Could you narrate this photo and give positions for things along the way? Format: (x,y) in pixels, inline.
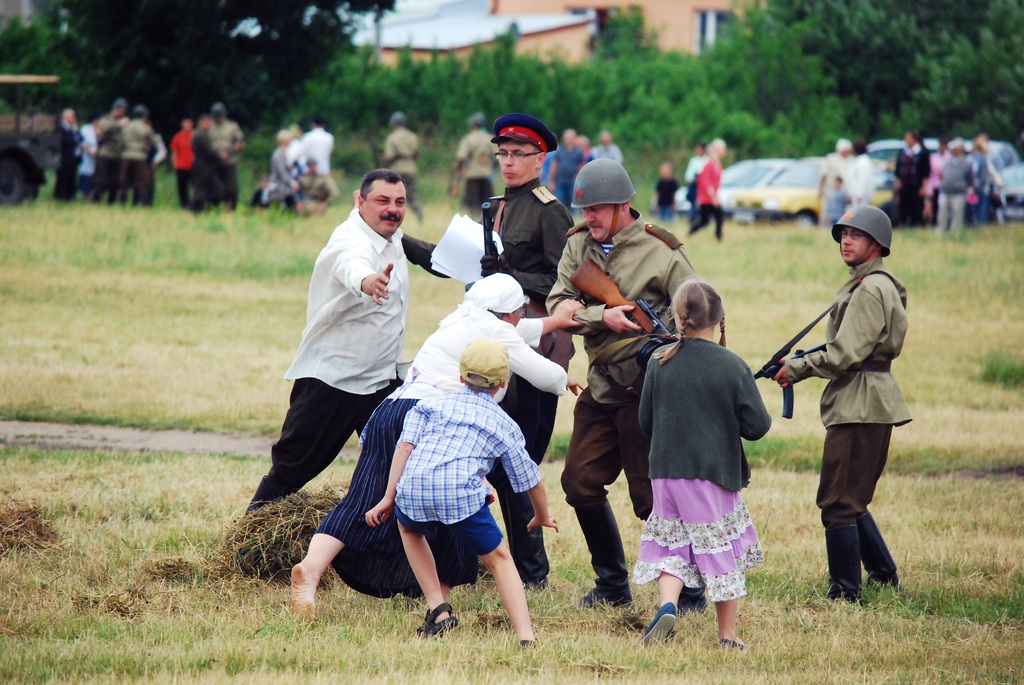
In this image there are three people (625,399) holding the guns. In front of them there are people (692,529) standing. Behind them there are vehicles (24,119). There are a few other people (947,149). At the bottom of the image (978,584) there is grass (180,272) on the surface (188,269). In the background of the image (217,20) there are trees (267,76), buildings (412,47).
